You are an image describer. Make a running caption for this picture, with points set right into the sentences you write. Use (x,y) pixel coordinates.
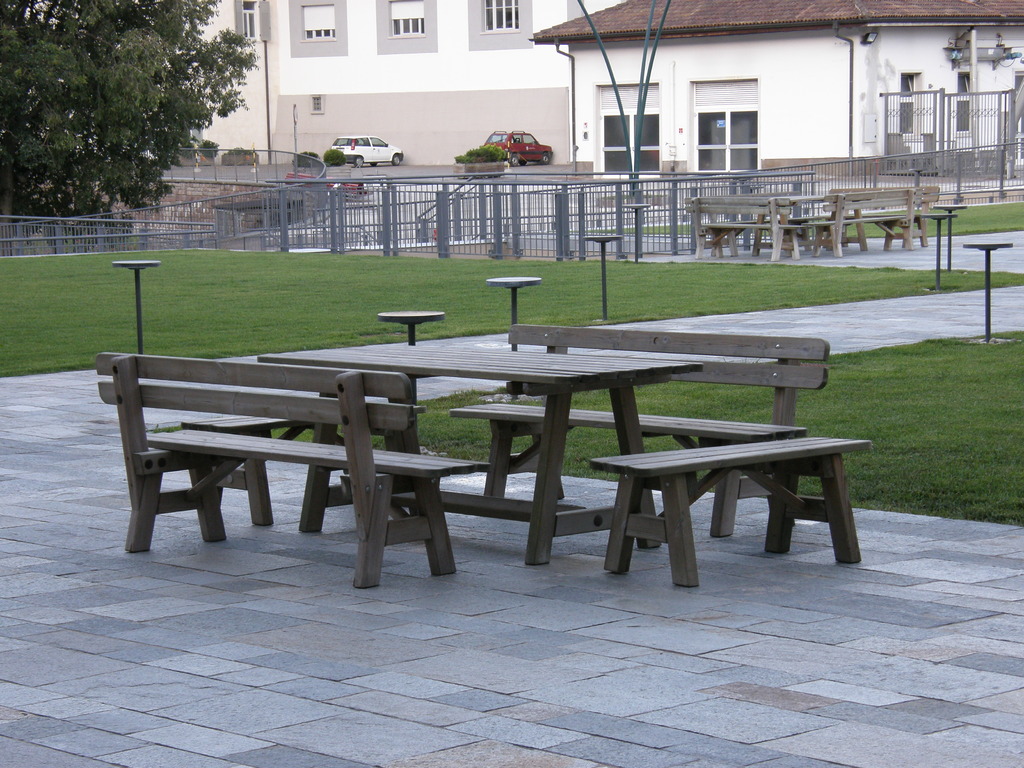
Here we can see benches (580,421) and tables (483,376). Background (553,12) there are buildings (687,109) with windows (754,131), vehicles (527,151), fence (375,179), tree (92,69) and plants (459,163). Here we can see grass (903,388).
